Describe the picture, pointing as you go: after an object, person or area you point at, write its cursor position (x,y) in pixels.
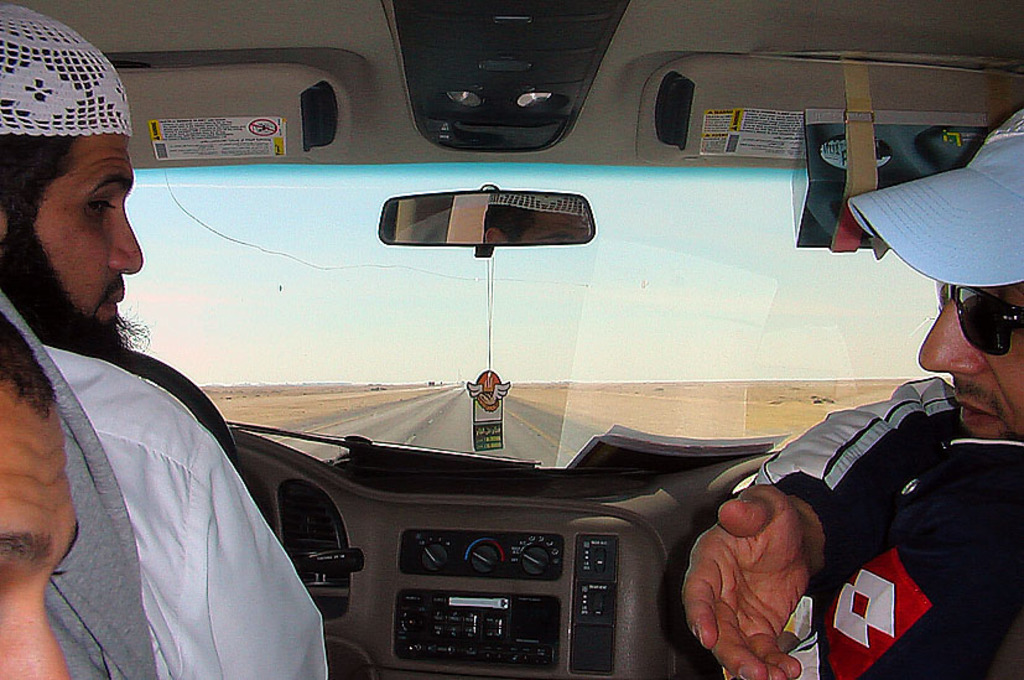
In this picture we can see three persons (802,533) sitting inside car (477,519) and from car window (389,264) we can see road (510,452), sky (502,330).
